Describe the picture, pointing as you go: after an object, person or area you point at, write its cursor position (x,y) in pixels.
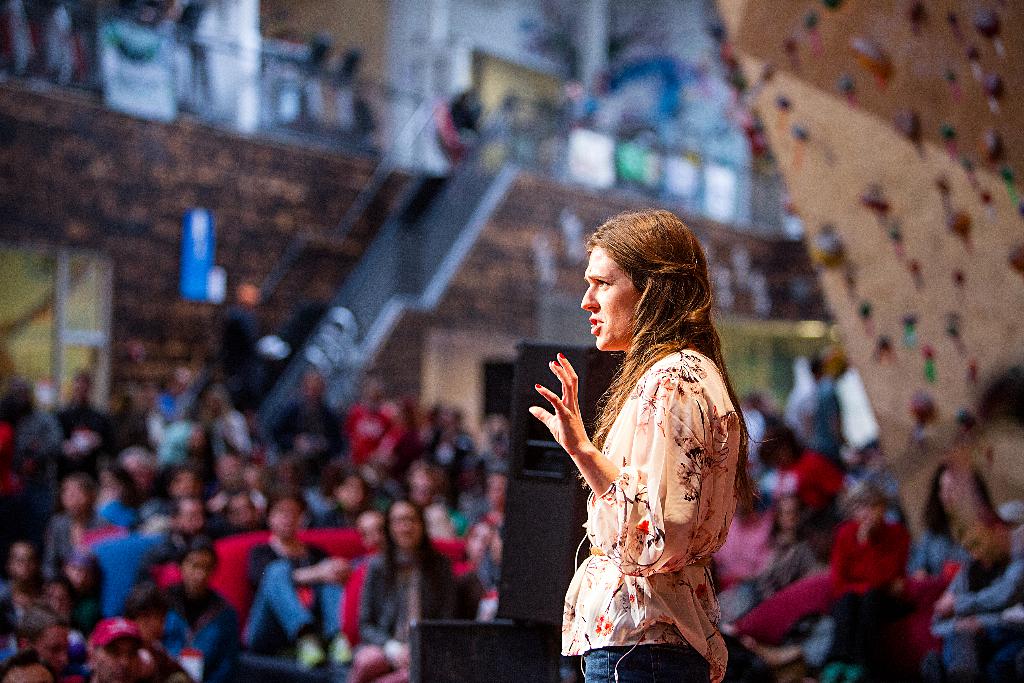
This image is taken indoors. In the middle of the image (644,366) a woman (646,399) is standing and talking. There is a speaker box (531,512). Many people (163,508) are sitting on the chairs (224,541) and a few (366,408) are standing. In this the background (217,187) is a little blurred. There are a few stairs (398,252) and there is a railing (347,296). There is a building (117,171) with walls (550,212). On the right side of the image (897,256) there is a wall (834,160).
